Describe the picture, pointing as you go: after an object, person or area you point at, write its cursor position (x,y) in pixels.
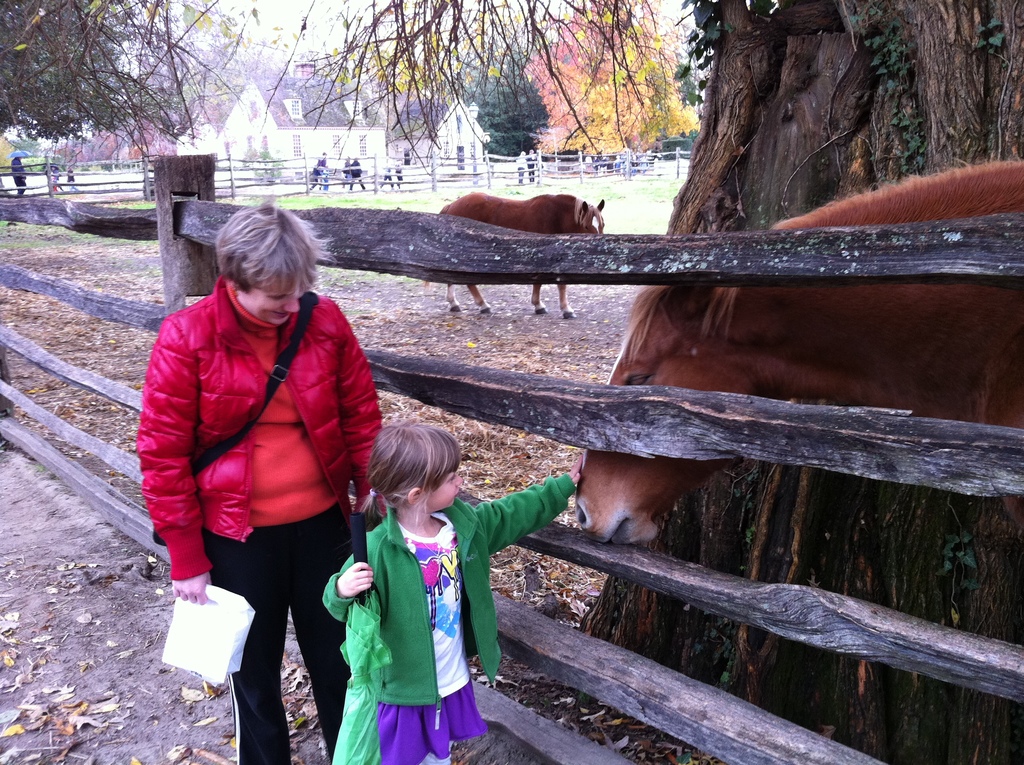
In this picture we can see women (264,256) wore red color jacket (203,367) holding paper (210,601) in her hands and in front of her girl (438,460) touching the horse (706,369) and in the background (515,222) we can see one more horse (487,219), people (348,165) walking, building (329,103), tree (598,37), fence (175,258).
